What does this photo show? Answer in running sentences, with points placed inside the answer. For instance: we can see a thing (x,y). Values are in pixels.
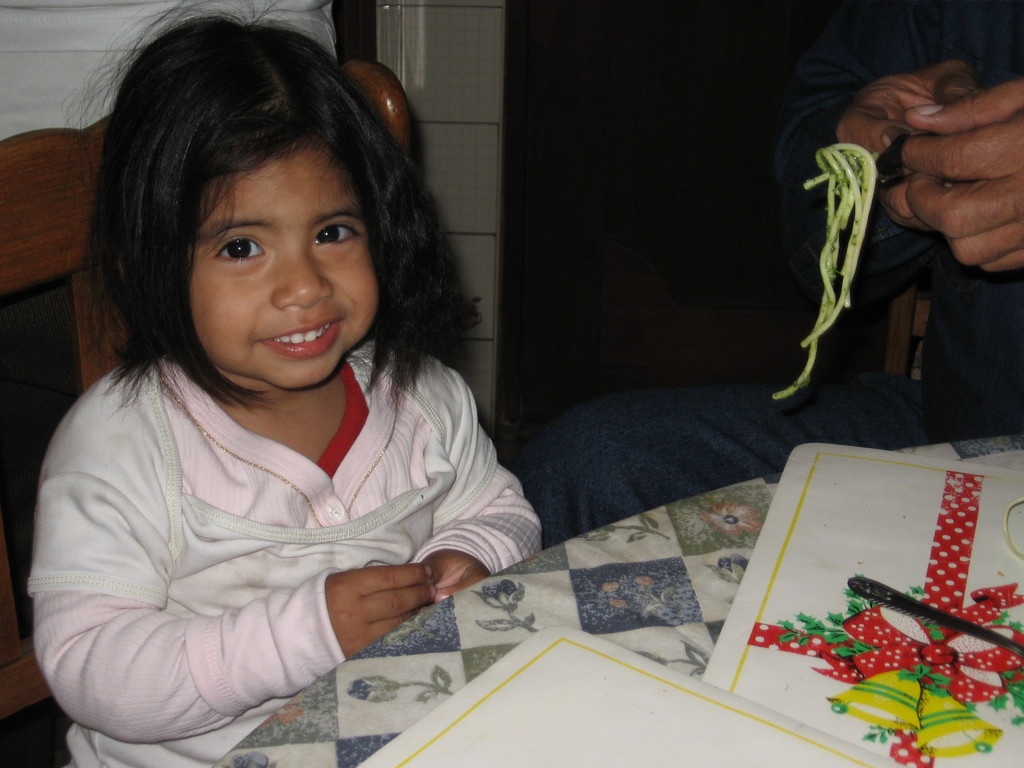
In this image, we can see a kid (220,290) sitting on the chair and there is a man (826,191) holding a fork (890,176) and some food item (828,206). At the bottom (903,532), there are some papers (833,611) and a spoon (893,610) are on the table (630,613).
